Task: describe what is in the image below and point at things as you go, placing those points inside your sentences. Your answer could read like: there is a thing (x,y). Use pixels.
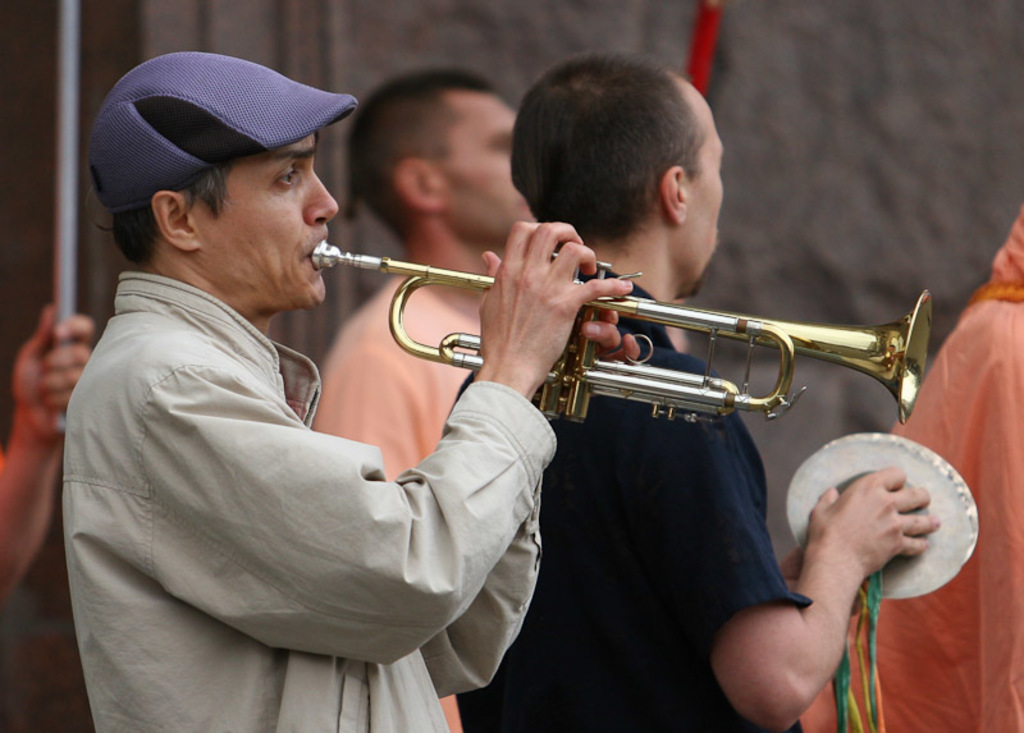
In this picture we can see some people (618,223) standing here, a man (306,509) in the front (318,478) wore a cap (217,157), he is playing a trumpet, in the background (753,197) there is a wall (823,150).
